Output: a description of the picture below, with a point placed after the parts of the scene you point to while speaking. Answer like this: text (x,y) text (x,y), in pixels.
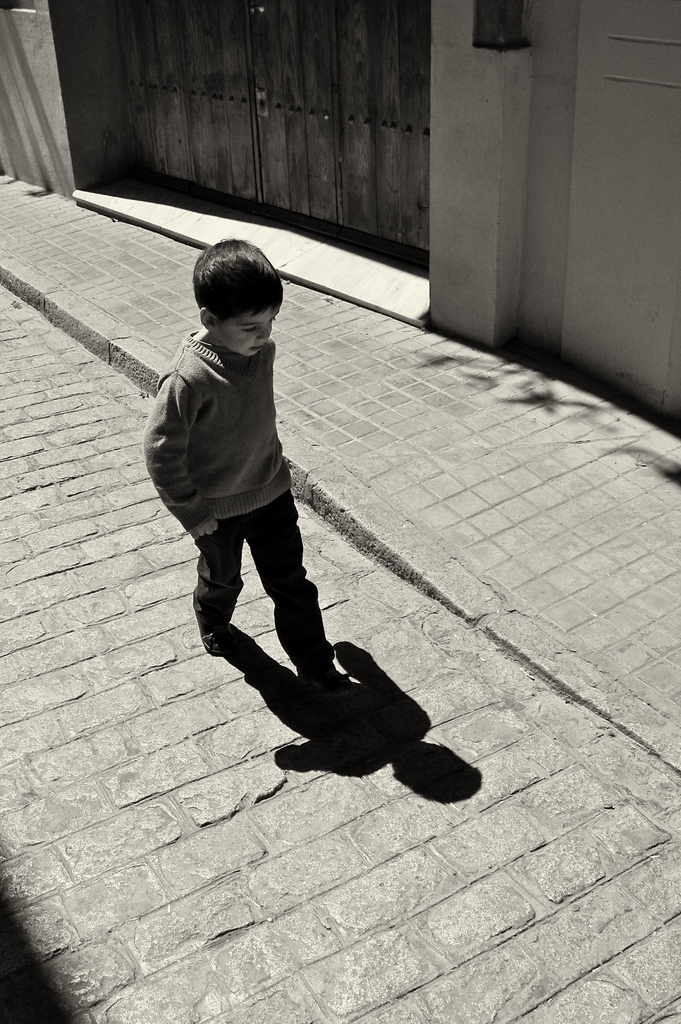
It is a black and white picture. In the center of the image (313,588), we can see one kid (225,501) is walking and we can see his shadow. In the background (396,216) there is a wall (446,201) and gate (185,113).
